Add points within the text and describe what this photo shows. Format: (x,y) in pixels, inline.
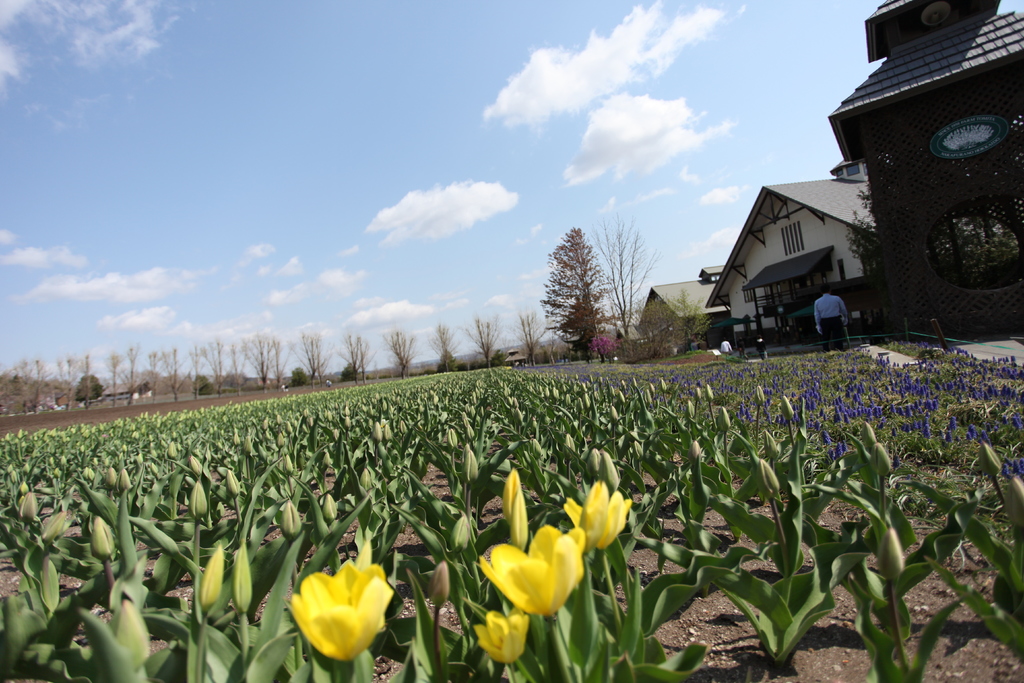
There are plants (717,440) which has yellow and violet flowers (844,414) on it and there are buildings (775,239) in the right corner (754,270) and there are trees (353,352) in the background (285,377).
